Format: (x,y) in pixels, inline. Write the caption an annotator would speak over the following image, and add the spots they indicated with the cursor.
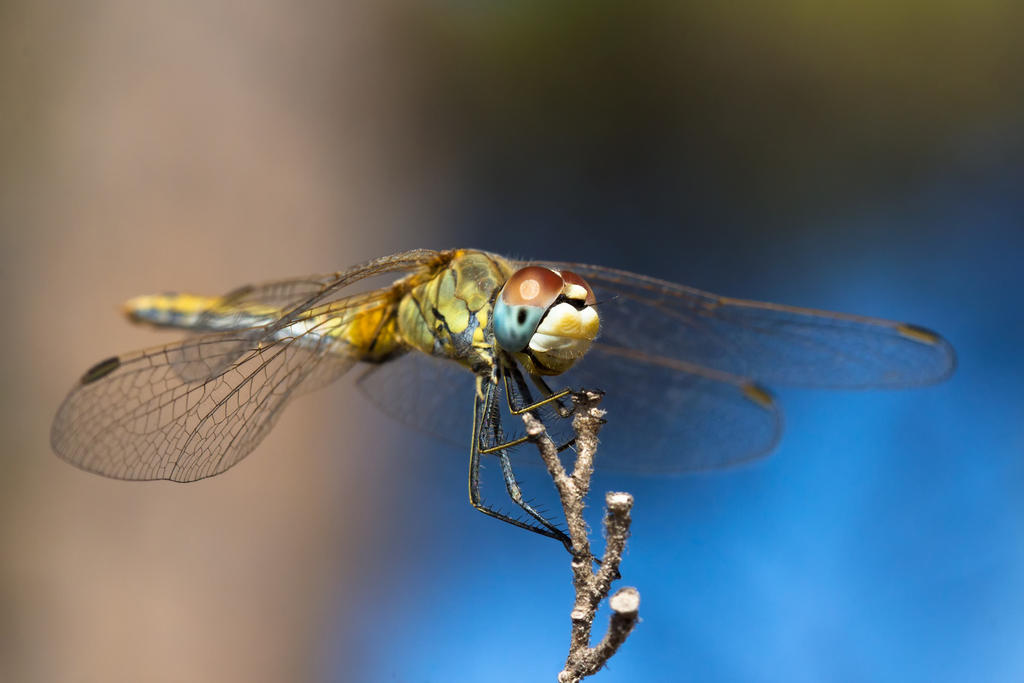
In this picture we can see an insect (569,293) on an object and in the background (702,249) it is blurry.
